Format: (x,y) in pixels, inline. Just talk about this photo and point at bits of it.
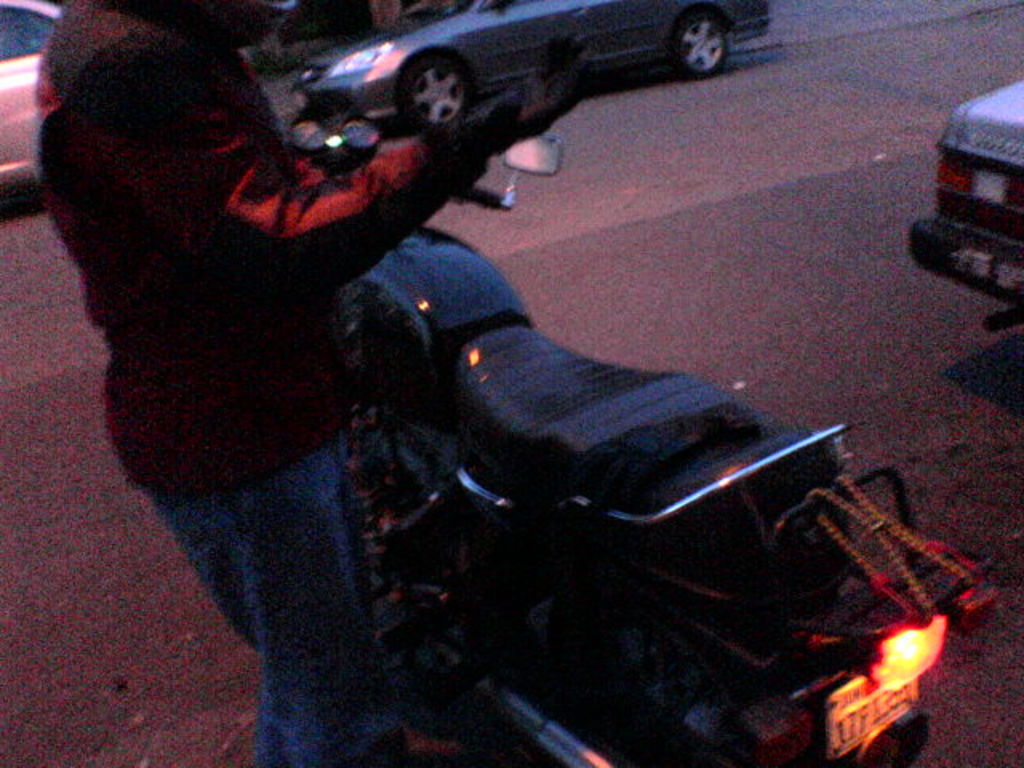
In this image there are cars (477,26), a bike (493,344) and the person (327,301) on the road (244,729).
